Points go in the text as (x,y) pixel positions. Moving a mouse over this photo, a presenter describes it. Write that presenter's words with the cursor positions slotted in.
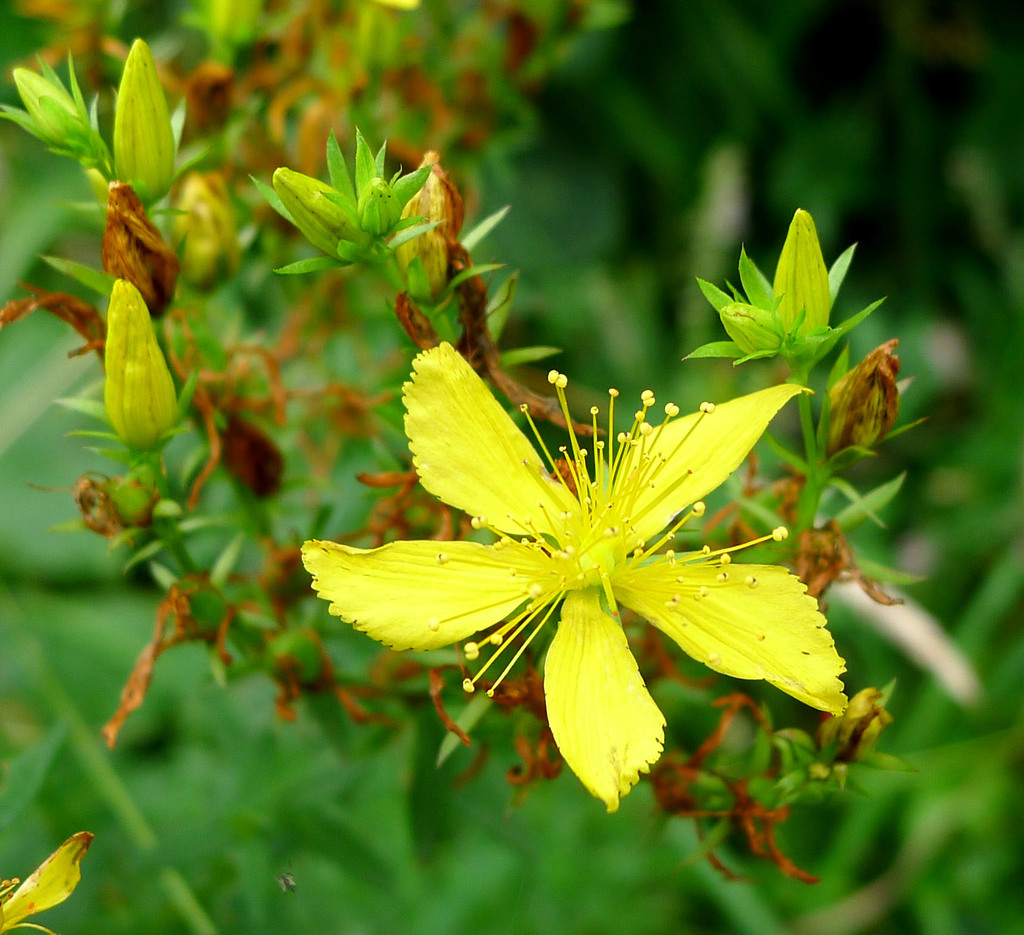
In this image I see the flowers (412,572) which are of yellow in color and I see the green leaves (501,322) and it is green in the background (953,239).
